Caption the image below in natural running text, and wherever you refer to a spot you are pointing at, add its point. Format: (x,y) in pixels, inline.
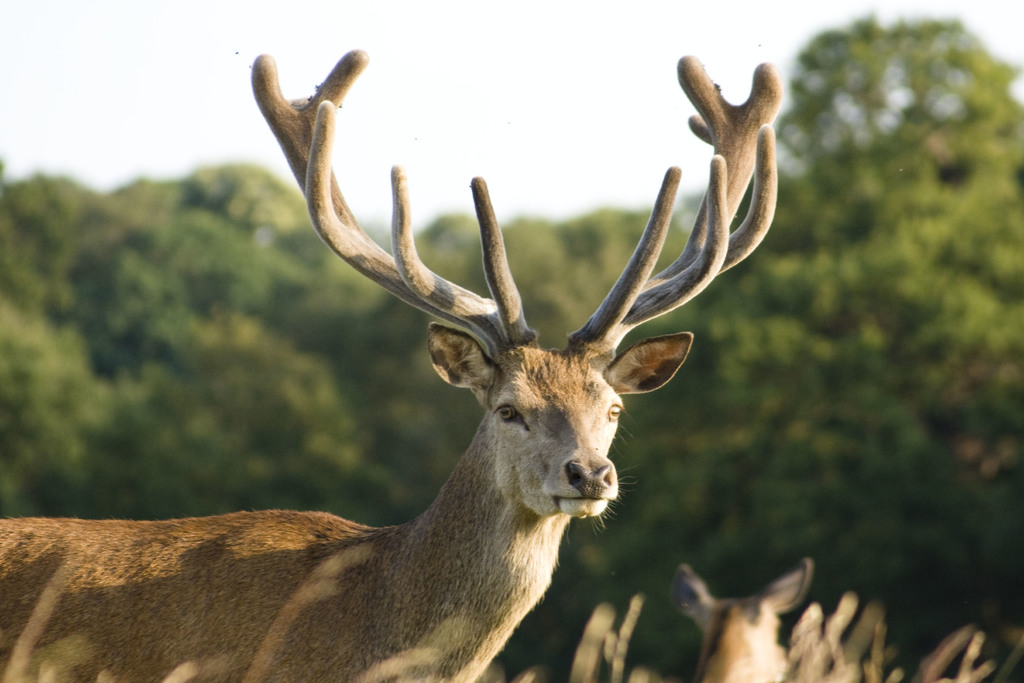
In this picture there is a deer (309,569). The background (756,639) is blurred. In the background (859,366) there are trees (549,278). It is sunny.
